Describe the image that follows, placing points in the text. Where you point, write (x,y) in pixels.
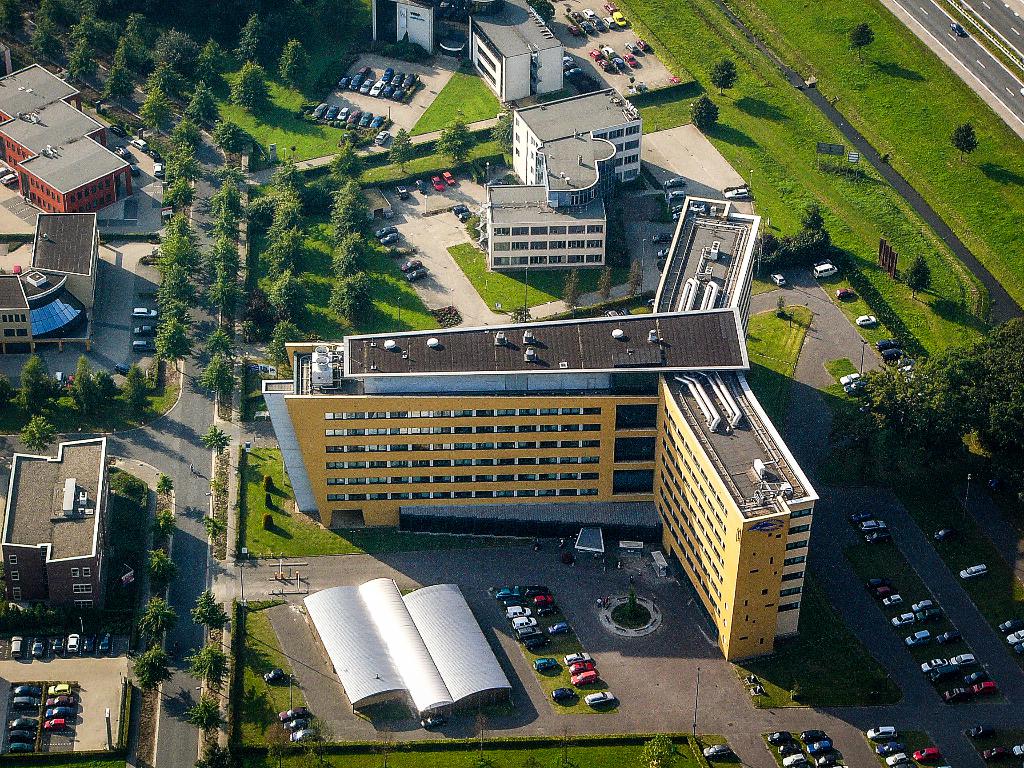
This image is taken from the top, where we can see trees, buildings (545,425), road (182,581), few vehicles (581,666) parked, grass (783,167), poles (967,501) and a car (952,32) moving on the road (962,39).
